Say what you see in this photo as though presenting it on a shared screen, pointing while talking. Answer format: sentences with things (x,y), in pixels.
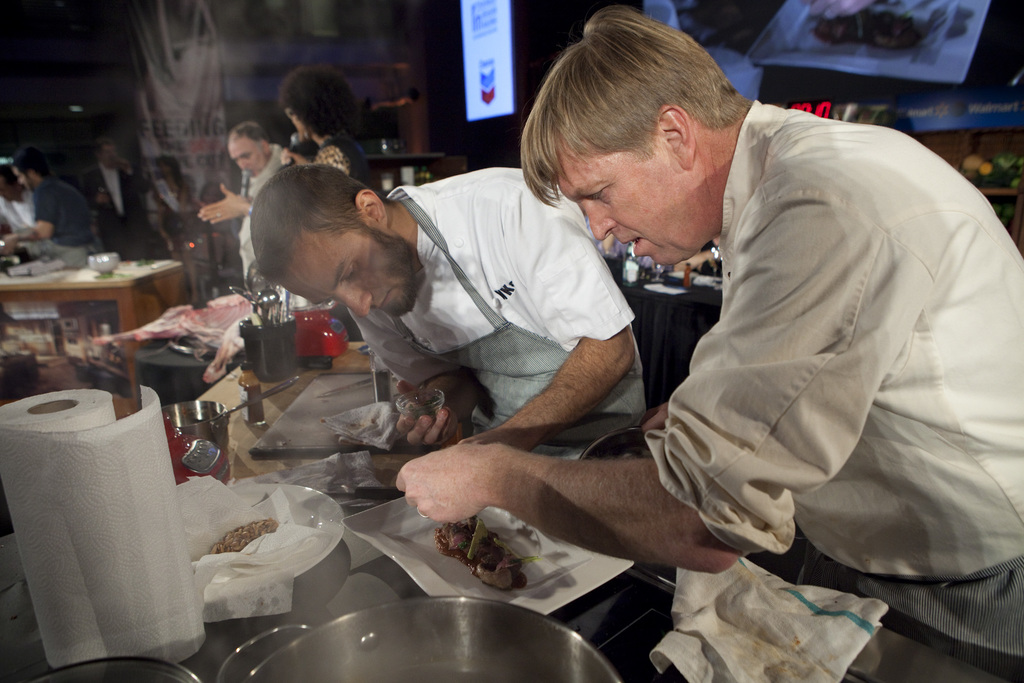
In the image I can see few persons (753,430) are standing in front of the table (380,578) and on the table (399,590) I can see few plates (375,530), few utensils (263,341), a tissue roll (106,503), few spoons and few other objects (253,331). In the background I can see a screen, few boards (940,111), few persons (63,196), the ceiling (92,25), a light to the ceiling (66,27) and few other objects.
